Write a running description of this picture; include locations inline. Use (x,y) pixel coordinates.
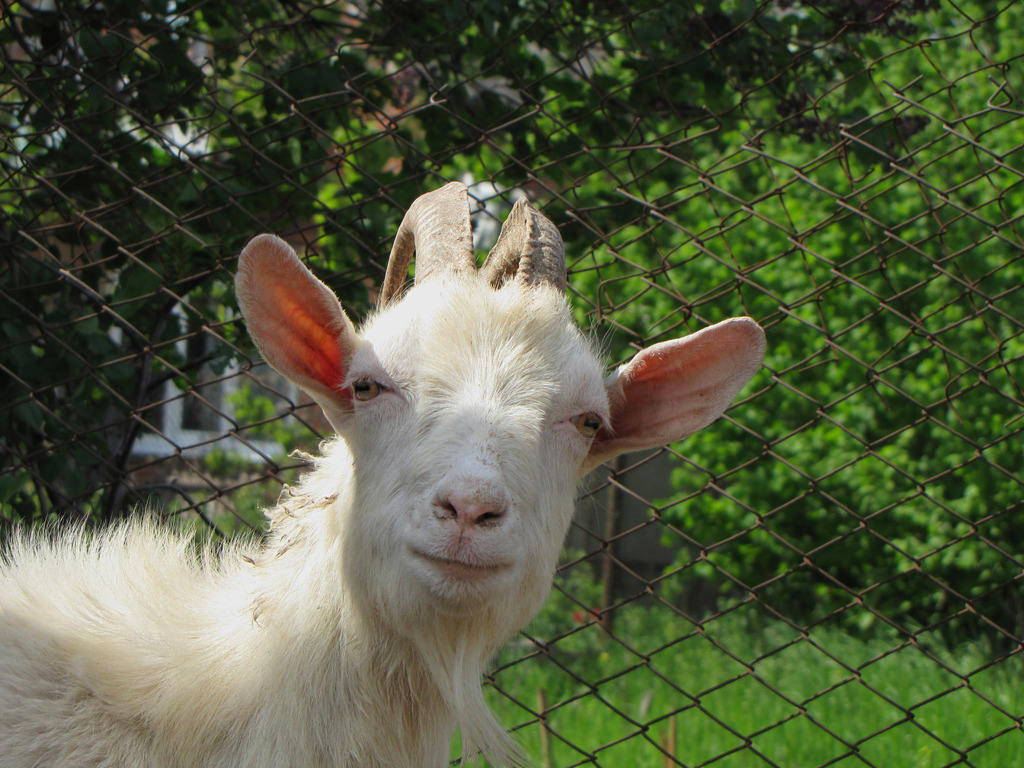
In this image we can see an animal (453,236). And we can see the metal fencing (923,252). And we can see the grass (734,693) and trees (243,184).
